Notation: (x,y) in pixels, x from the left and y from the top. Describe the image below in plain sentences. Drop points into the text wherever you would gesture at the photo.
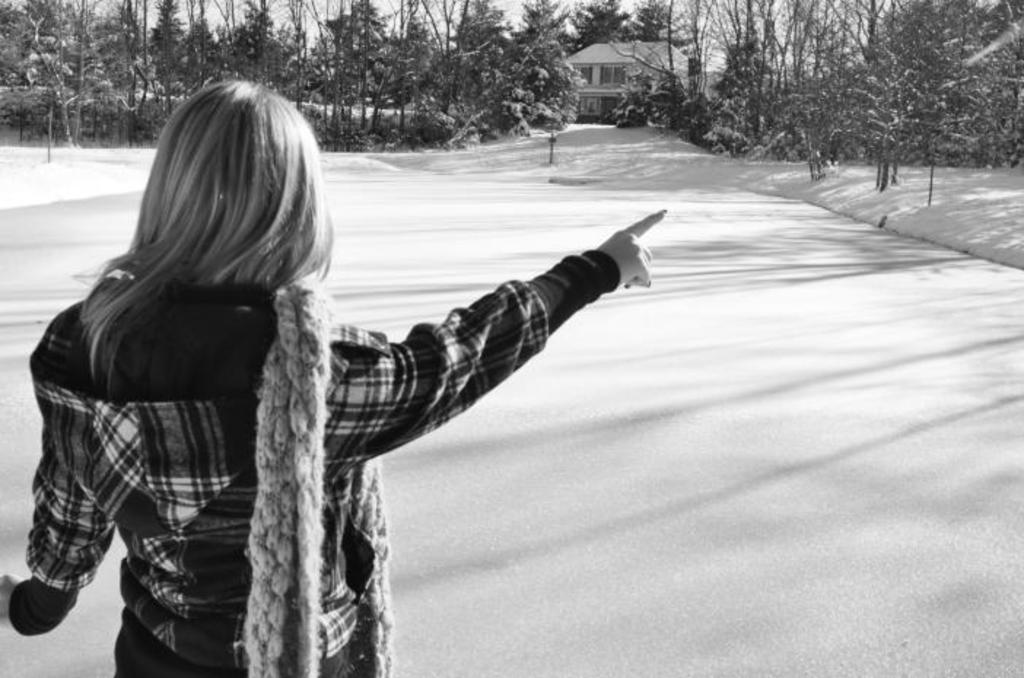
In this image we can see a person (307,370) standing on the ground (512,426). In front of the building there are trees (966,116) and house (636,65).
